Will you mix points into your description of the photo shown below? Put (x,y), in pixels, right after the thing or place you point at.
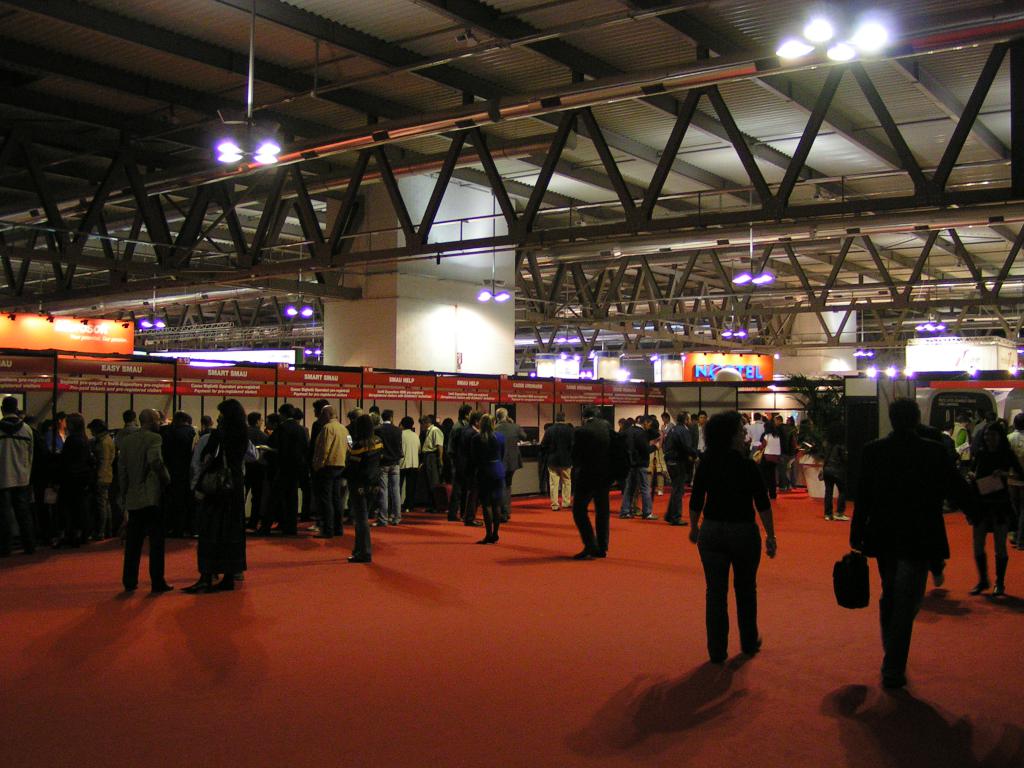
In this picture we can see a group of people (788,443) standing and some people (897,477) are walking on the floor (685,636) and in the background (378,311) we can see the lights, posters (388,389), pillar (365,308), roof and some objects (402,205).
